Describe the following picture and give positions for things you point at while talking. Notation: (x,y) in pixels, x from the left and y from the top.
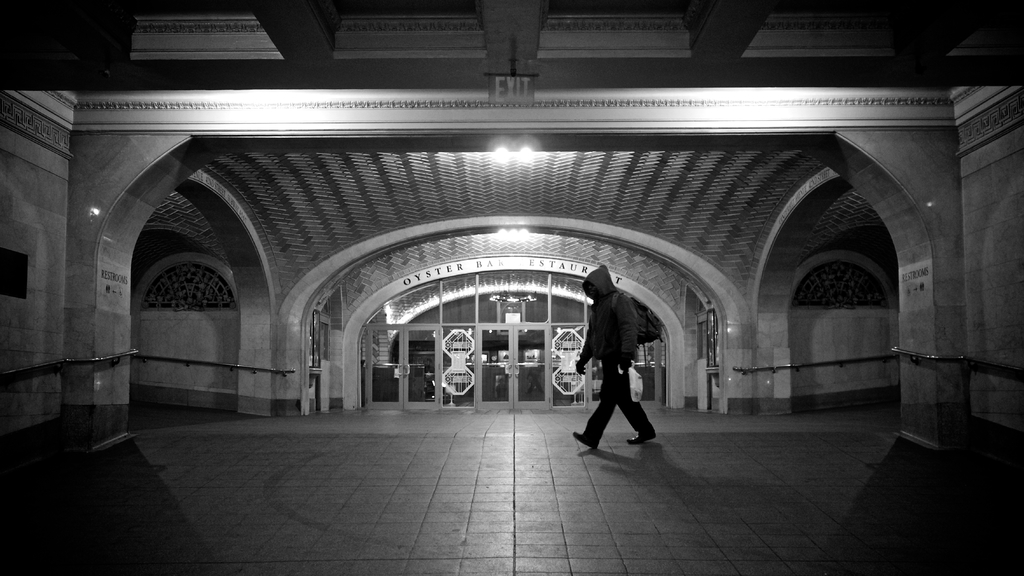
In this image we can see the building (490,208) with windows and door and we can see the lights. And there is a person (614,405) walking on the floor (607,428) and holding an object (634,397). There are pillars (924,416) and text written on the wall (500,256). We can see an exit board (510,87) on the top (526,78).
